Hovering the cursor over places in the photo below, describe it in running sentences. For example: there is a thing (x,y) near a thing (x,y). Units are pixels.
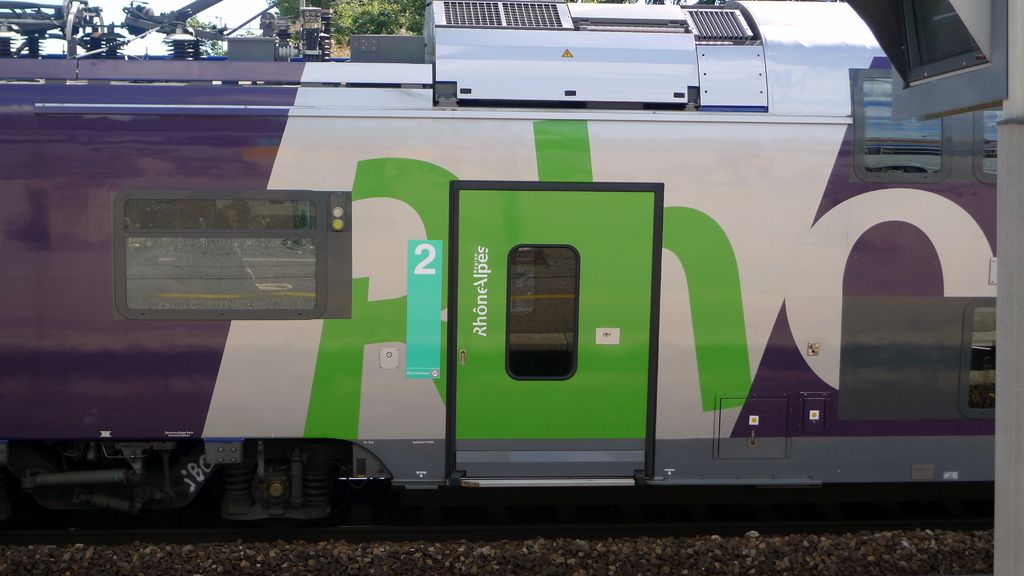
In this image we can see a train (351,272) on the railway track (307,520) and we can see door (468,366). On the right side (998,392) we can see a signal pole (1012,86). In the background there are trees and sky (50,12).
